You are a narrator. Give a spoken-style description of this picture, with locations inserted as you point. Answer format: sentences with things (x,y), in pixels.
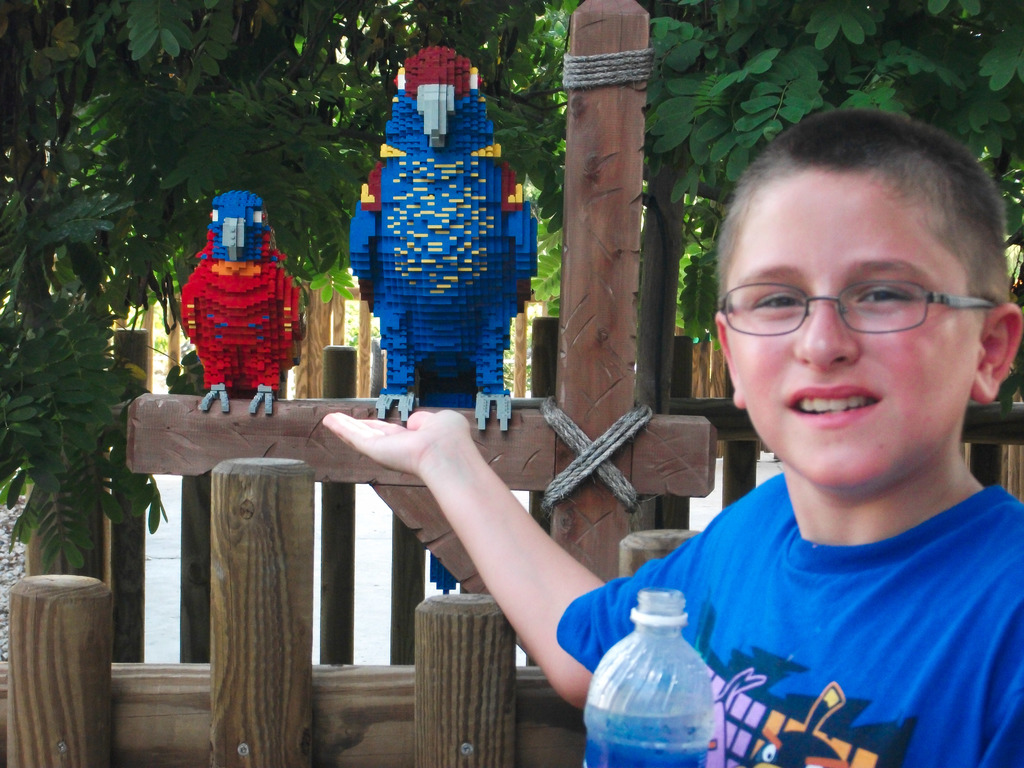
In this picture I can see a boy (855,551) holding a bottle (707,741) and I can see trees (526,175) and couple of artificial birds (397,344) on the wooden pole (551,450).
